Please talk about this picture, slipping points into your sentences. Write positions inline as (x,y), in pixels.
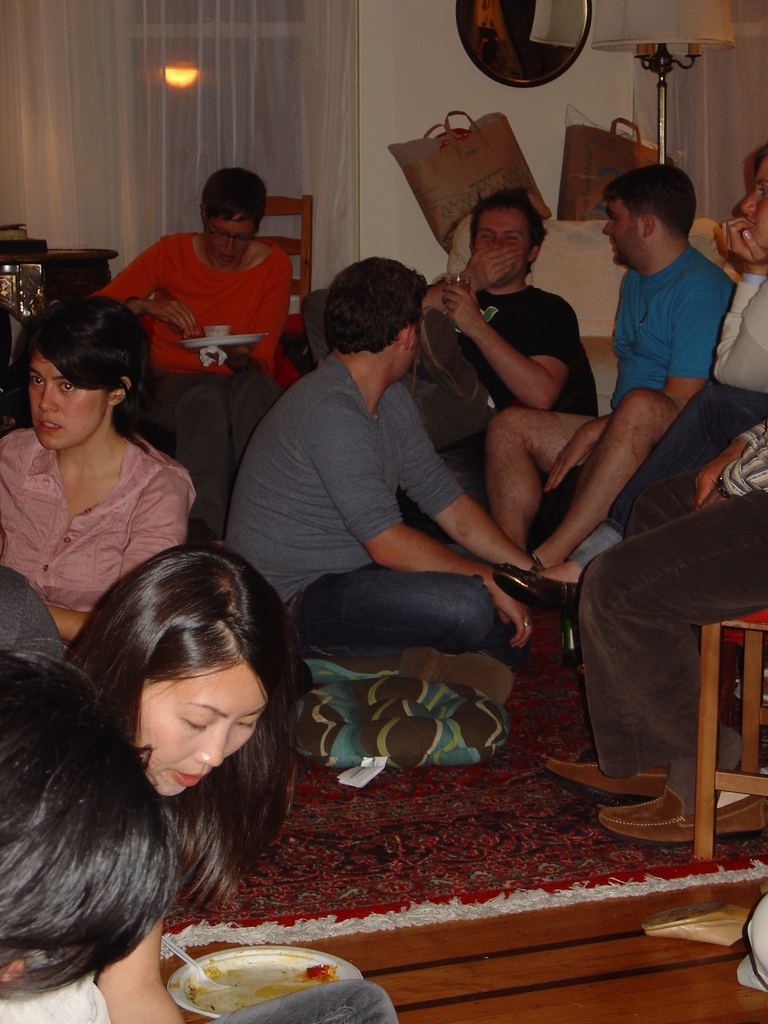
In the image we can see there are people (65,839) who are sitting on the floor (343,848) and at the back (224,373) there is a woman (228,359) who is sitting with a plate (199,345) on the chair (297,244) and few people (672,273) are sitting on the sofa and at the back (174,112) there is a white colour curtain (174,112).
